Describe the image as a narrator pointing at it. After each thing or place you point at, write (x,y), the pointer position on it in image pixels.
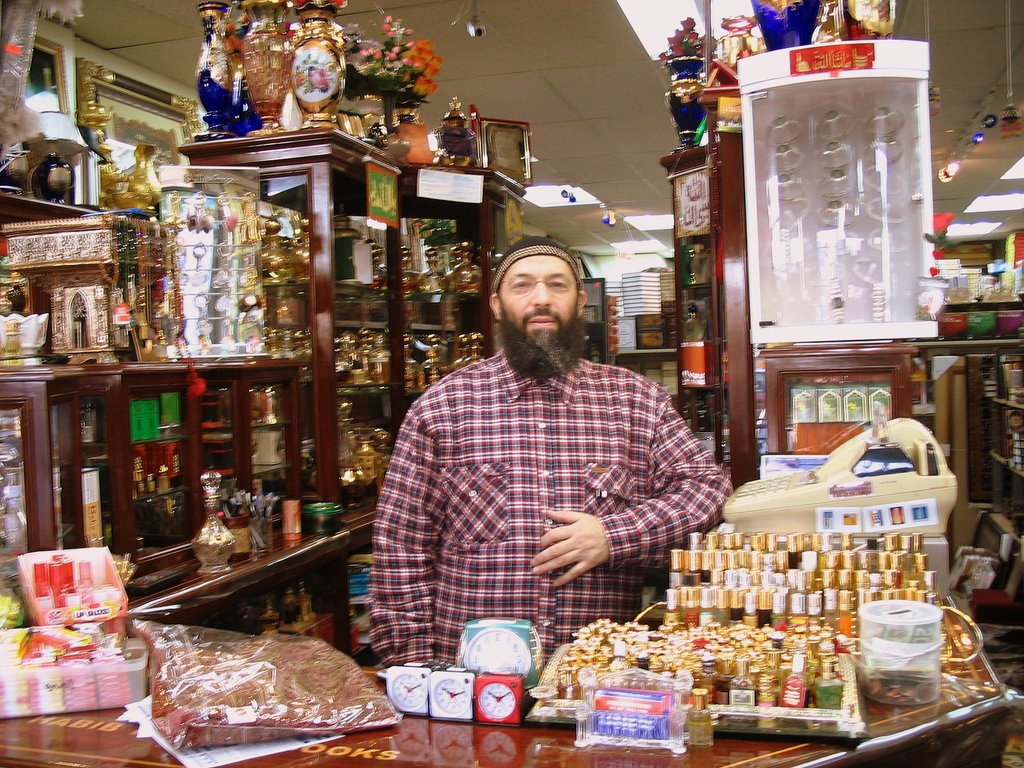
In this picture I can see there is a man (613,480) standing here and he is wearing a check shirt (555,396) and in the backdrop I can see there are some perfume bottles (763,643) and some other flower vases (265,44) placed and there are some wooden shelves (727,180) here on the right (732,124).
